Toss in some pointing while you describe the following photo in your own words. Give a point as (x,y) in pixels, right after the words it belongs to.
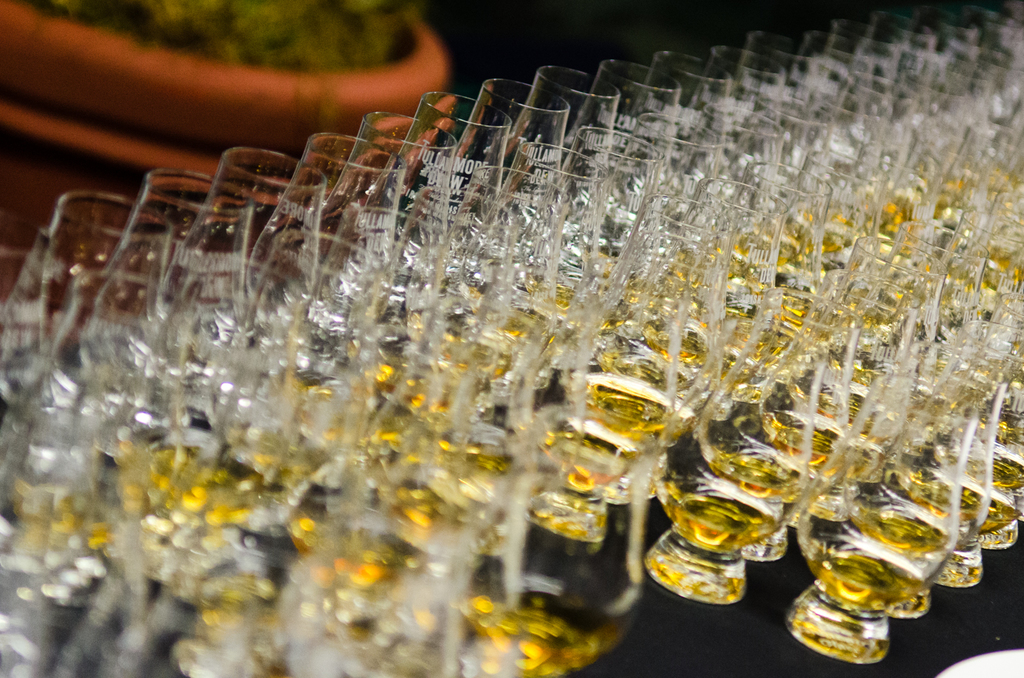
In this picture we can see some glasses (838,491) of drinks (603,241) in the front (865,230), it looks like a plant (347,67) in the background (228,62).
